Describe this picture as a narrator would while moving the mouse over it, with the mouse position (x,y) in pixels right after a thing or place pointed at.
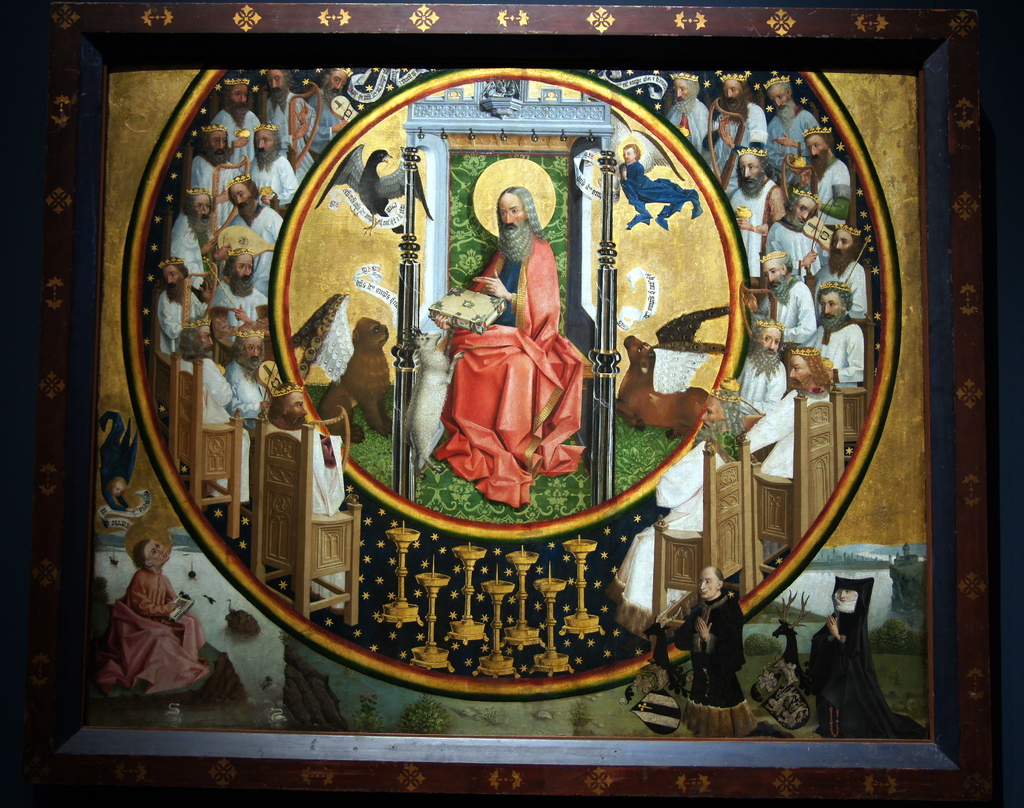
In this image we can see a photo frame (821,485) in which we can see group of people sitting on chairs (317,572). In the center of the image (543,378) we can see a person (508,288) holding a object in his hand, we can also see group of animals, birds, plants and water (815,603).
